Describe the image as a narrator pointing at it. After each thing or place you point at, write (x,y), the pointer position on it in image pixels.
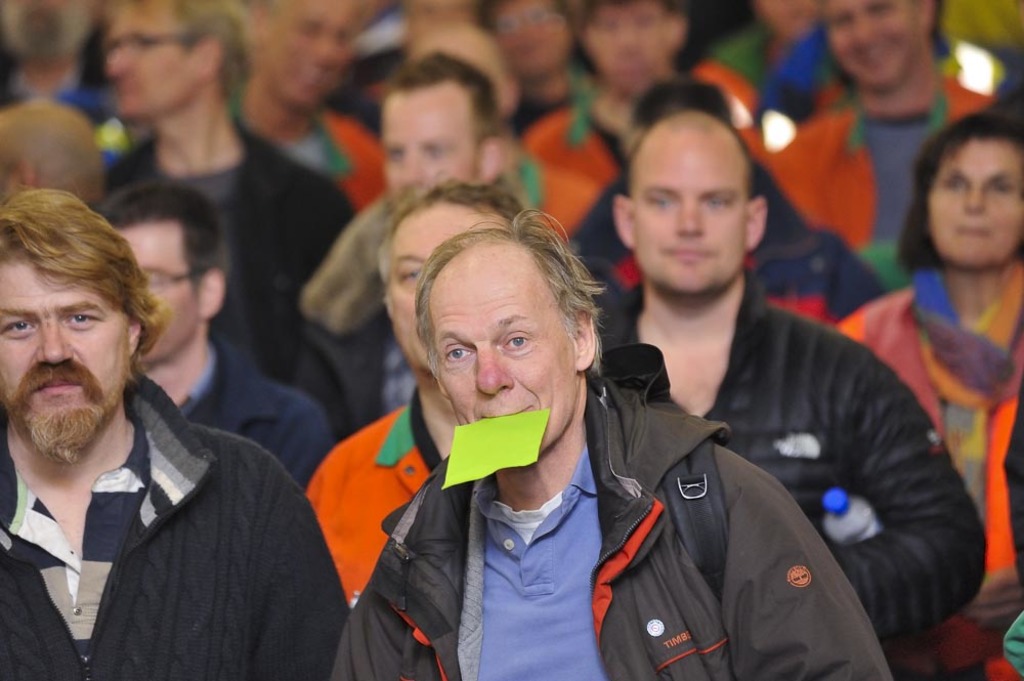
This image consists of so many persons (623,263). Most of them are wearing jackets (615,603). The one who is in the middle (452,356) is holding a paper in his mouth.
